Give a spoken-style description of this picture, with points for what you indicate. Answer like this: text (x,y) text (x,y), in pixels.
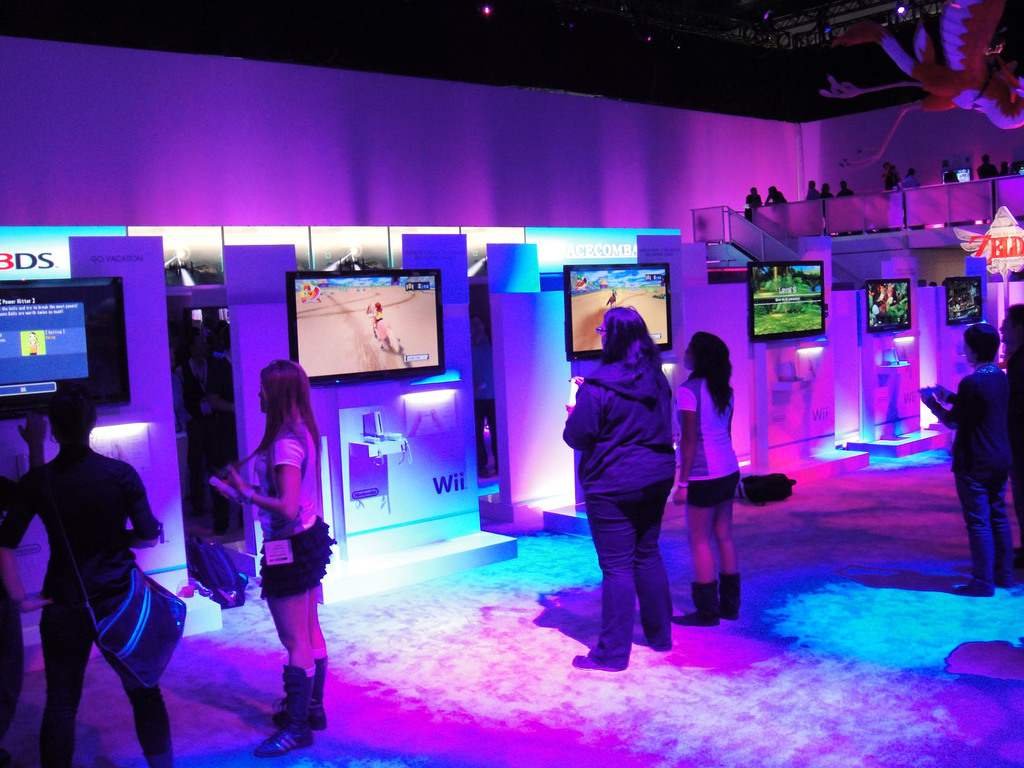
In this image I can see group of people (26,511) standing. In front I can see few screens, background (1001,248) I can see few lights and they are in multi color and I can also see a board (993,234) attached to the wall (952,254).
